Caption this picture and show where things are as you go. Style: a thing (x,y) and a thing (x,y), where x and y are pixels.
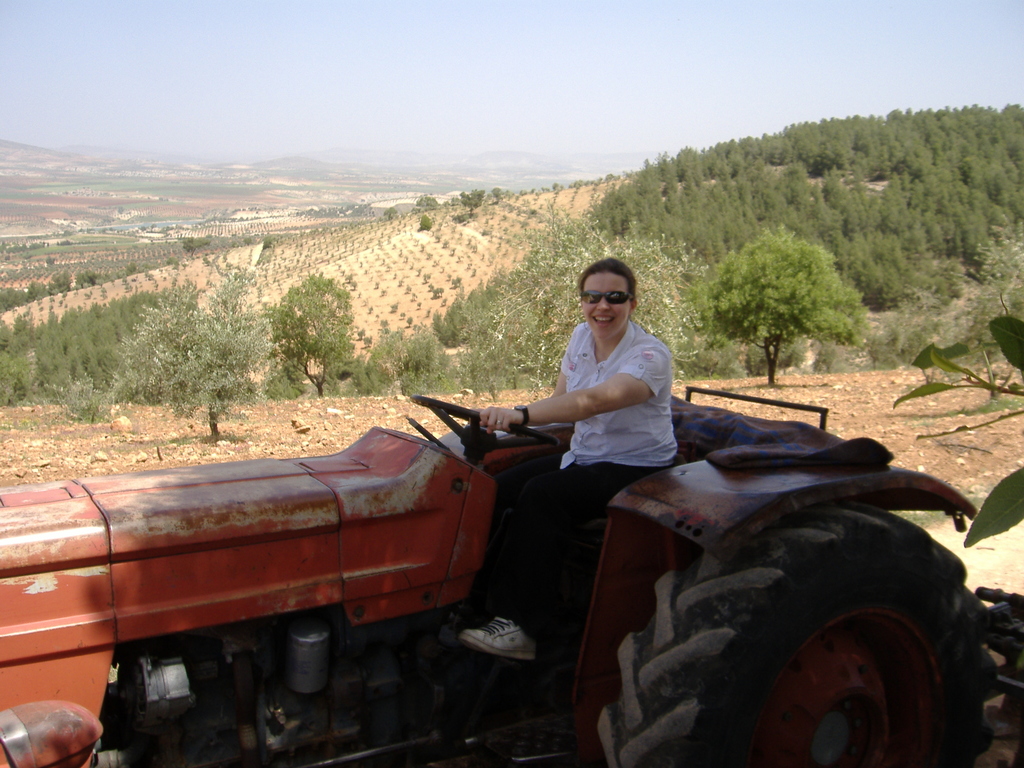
On the right side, there is a woman (628,341) in white color shirt (643,379), holding steering (523,425) of a tractor (810,661). Beside this tractor (820,679), there is a tree (1022,498). In the background (888,289), there are trees (554,242) and plants (395,349) on the hill (97,326), there are trees (435,378) and plants (27,253) on the ground (326,174), there are mountains (541,171) and there is a blue sky (542,32).
